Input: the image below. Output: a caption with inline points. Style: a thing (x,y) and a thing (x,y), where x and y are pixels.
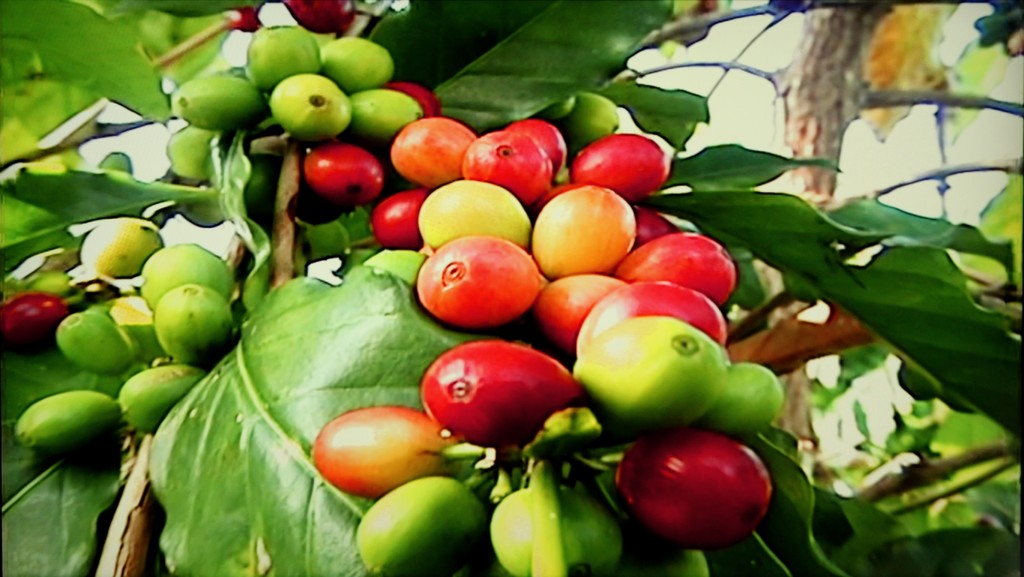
There are some ripen fruits (419,233) and unripe fruits (295,60) to the branch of the tree (259,303).
